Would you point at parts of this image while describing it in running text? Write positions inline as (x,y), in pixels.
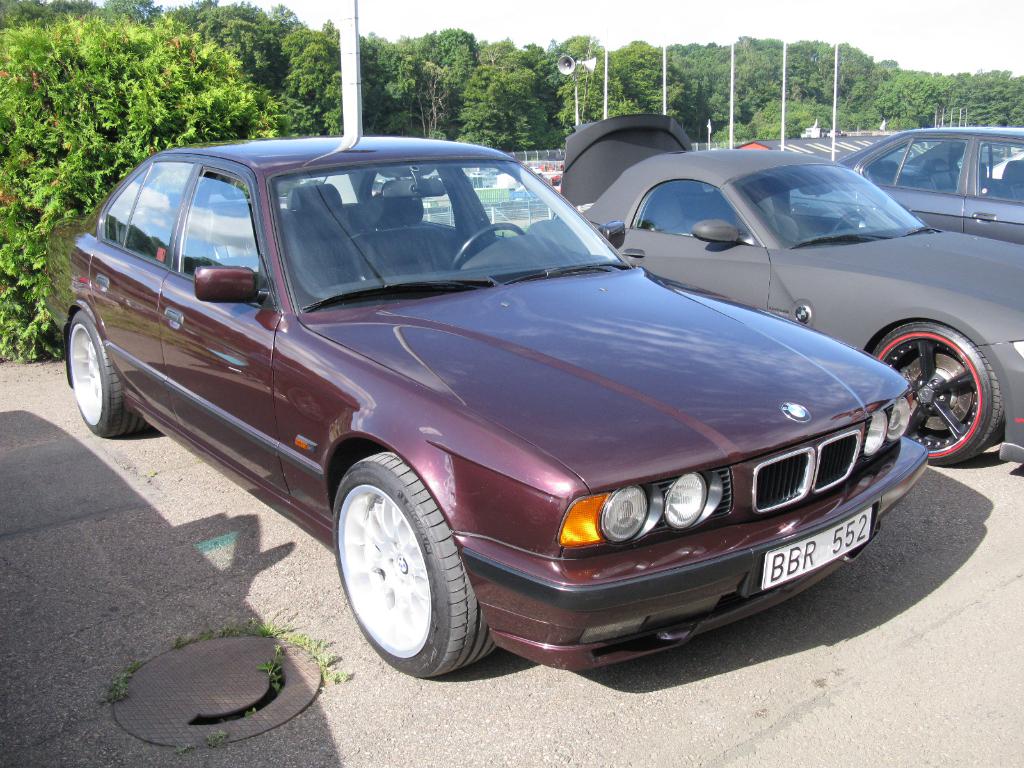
In this given picture, We can see three cars (468,189) which is parked behind the cars (284,233), We can see few poles (605,75) and two speakers (577,62) which is attached to the pole (575,71) and certain trees (487,63), road (364,765).
